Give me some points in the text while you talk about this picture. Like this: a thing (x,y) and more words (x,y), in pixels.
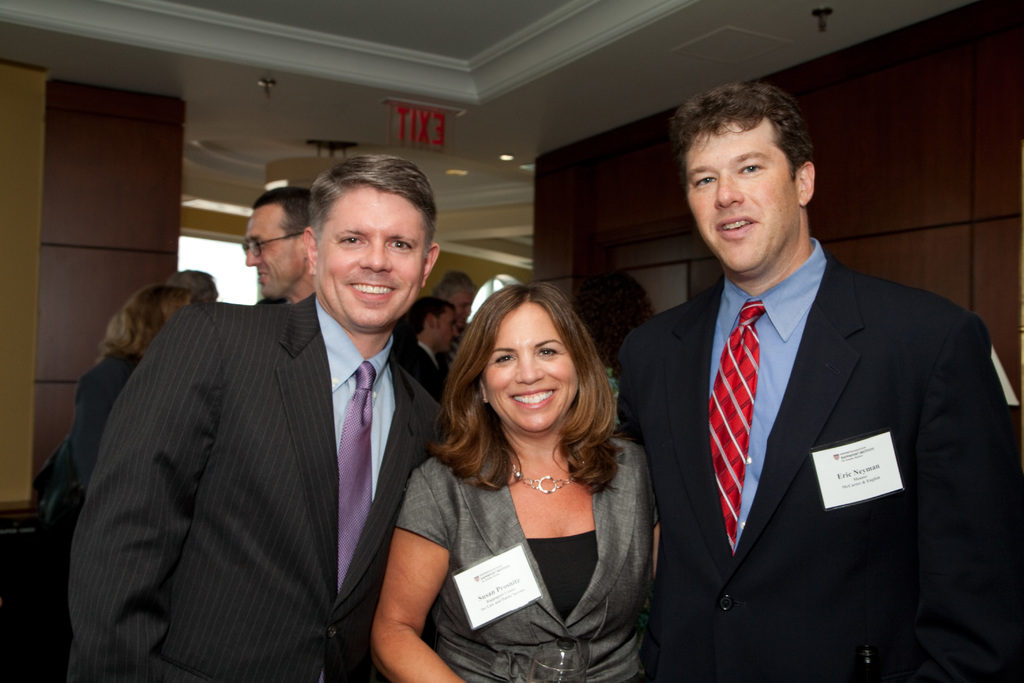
In the center of the image (461,358) we can see three persons (541,434) are standing. In the background of the image (368,145) we can see a wall (579,185), light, signboard (413,117) and group of people (269,235) are there.
